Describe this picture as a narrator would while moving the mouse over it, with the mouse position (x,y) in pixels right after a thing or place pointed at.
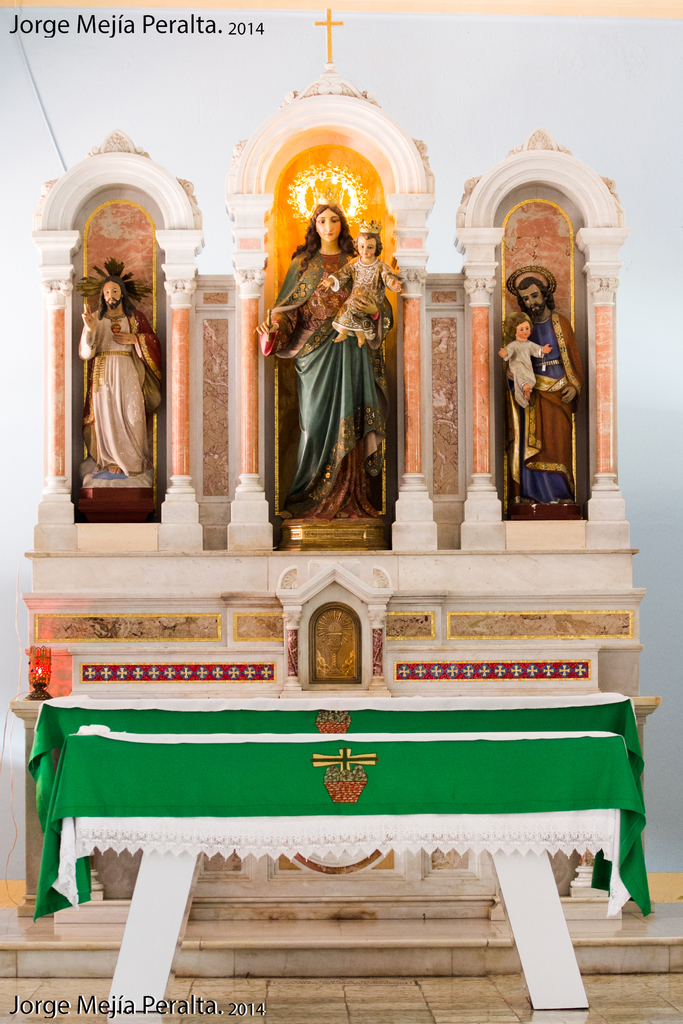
In this image there are few human statues (306,436) on the shelf (62,632). Left side (36,671) there is lamp (49,654). There is a table (198,736) covered with a cloth (196,783). Background (8,331) there is wall (25,305). A human statue (324,318) is holding a kid (367,255) in his hands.
